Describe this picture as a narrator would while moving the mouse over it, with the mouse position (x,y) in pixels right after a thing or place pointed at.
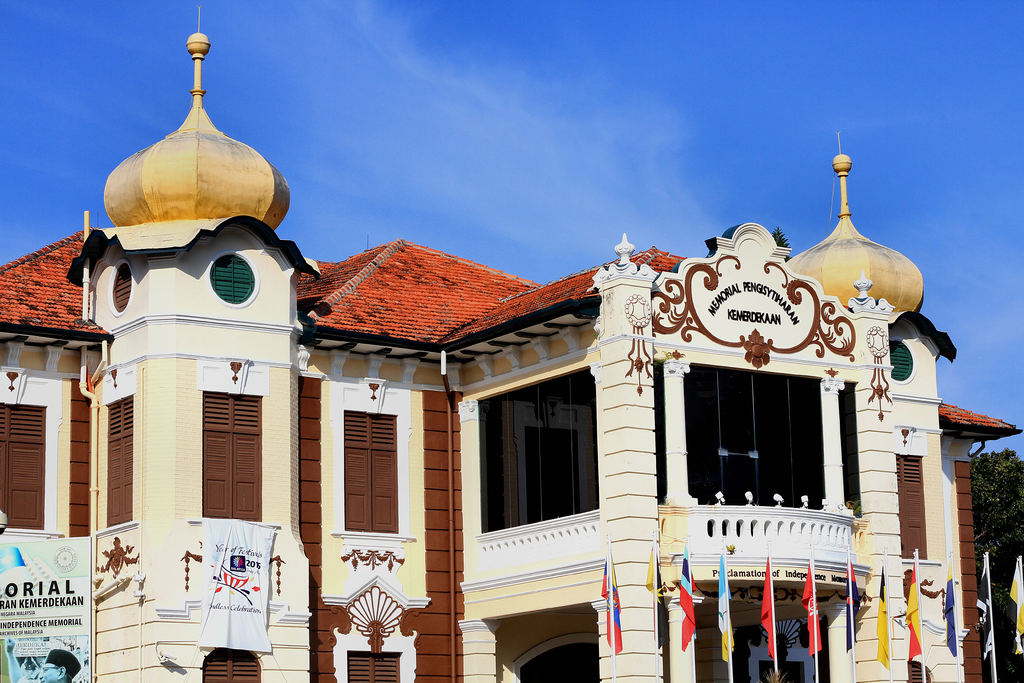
In the foreground of the picture (54,597) there are flags (891,646) and banners (250,617). In the center (524,363) the picture there is a building (828,477). On the right (1004,494) there is a tree (1009,502). Sky (626,104) is sunny.
